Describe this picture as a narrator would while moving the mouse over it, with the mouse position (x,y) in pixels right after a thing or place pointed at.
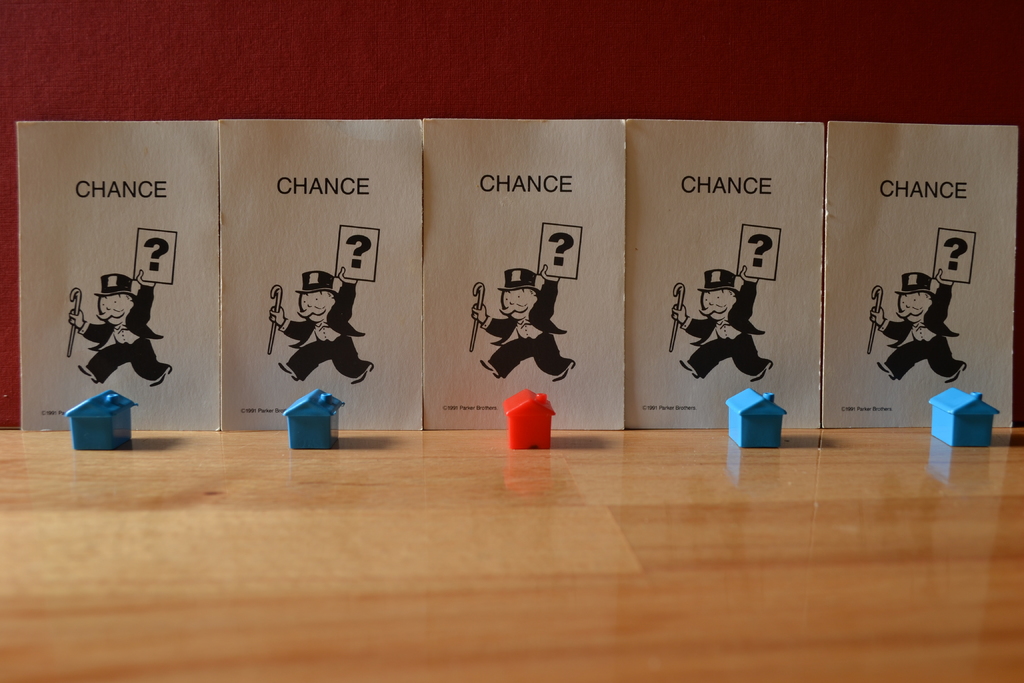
In this picture, we see five white cards (447,268) on which "Chance" is written. In front of the card (169,408), we see five small plastic boxes (106,421) in blue and red color are placed on the table (507,504). In the background (404,57), we see a wall (418,70) in brown color.
